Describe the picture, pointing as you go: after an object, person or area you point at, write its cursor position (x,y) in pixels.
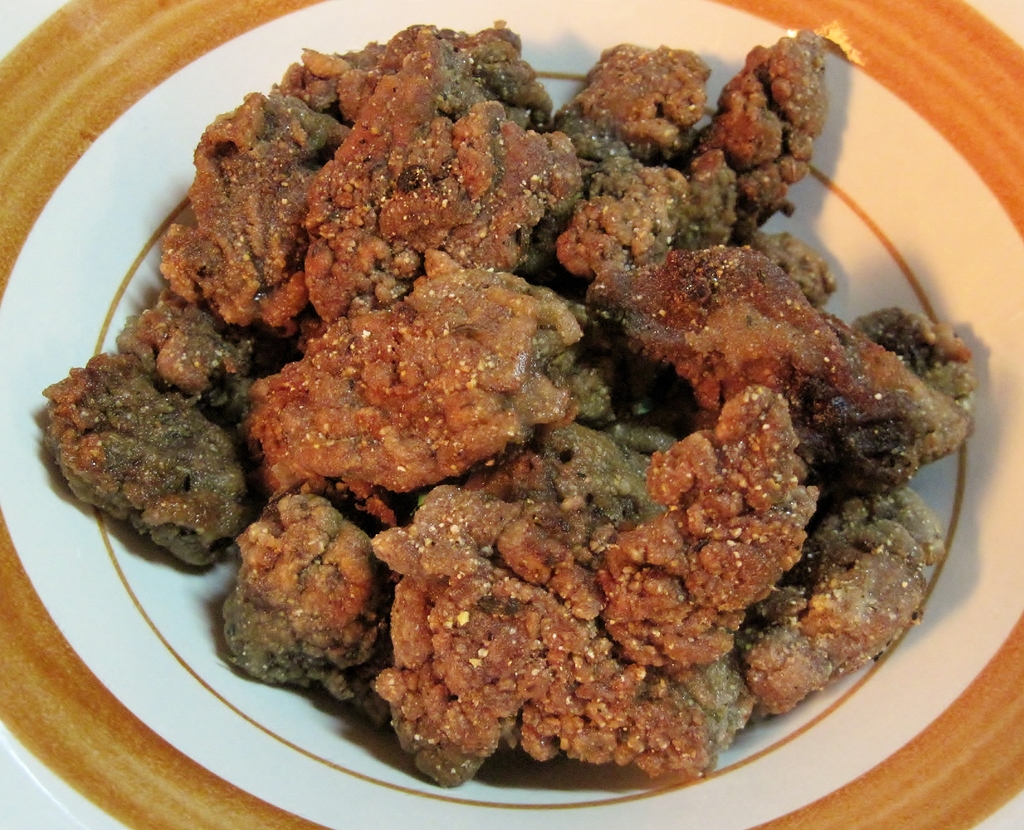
This image consist of food (282,487) which is on the plate (537,803).
